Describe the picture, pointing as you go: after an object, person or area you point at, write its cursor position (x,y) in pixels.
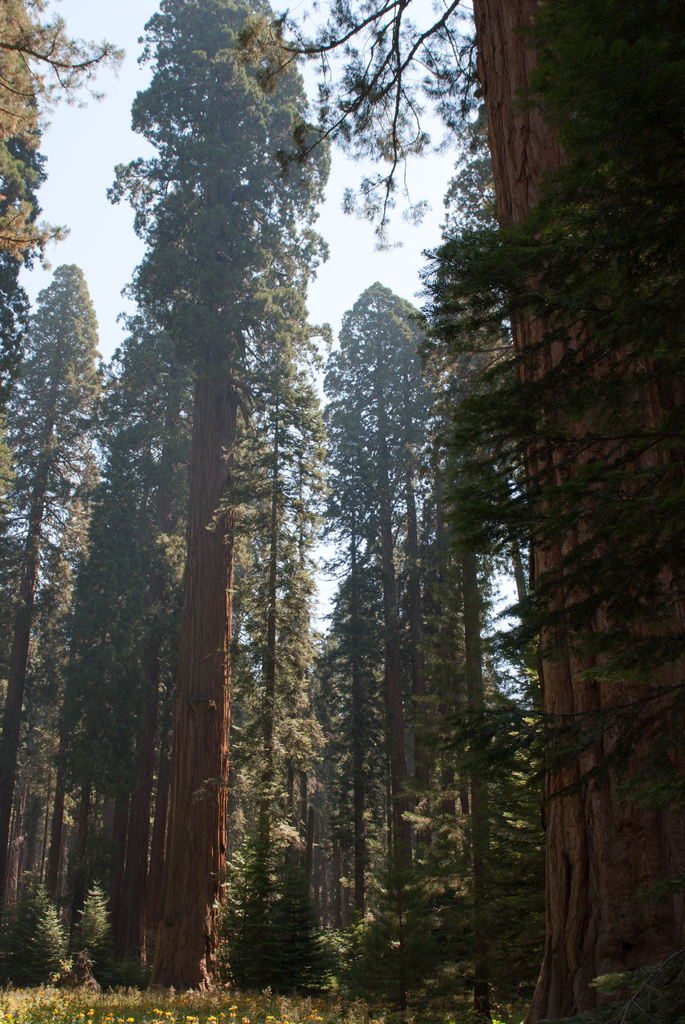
In this picture we can see trees (291,687), flowers (196,1023) and in the background (109,133) we can see the sky (337,185).
